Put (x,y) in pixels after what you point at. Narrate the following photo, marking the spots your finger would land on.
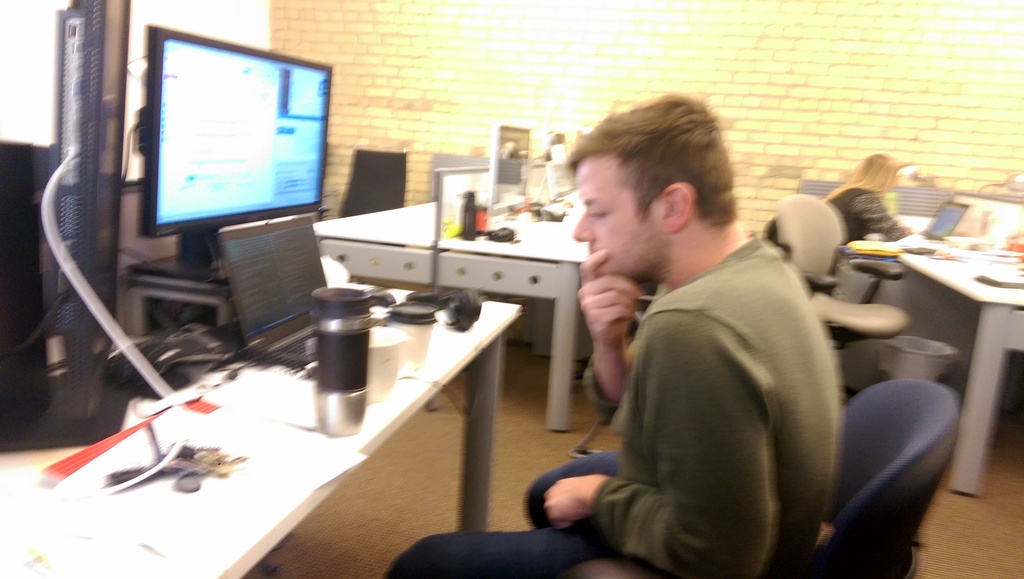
On the background (565,44) we can see a wall (619,43) with bricks (545,56). Here we can see few persons (664,463) sitting on chairs (818,268) in front of a table (515,262) and on the table (256,416) we can see laptops (281,343), computer (168,139), bottle (336,420), cups (412,361). This is a trash bin (928,357).
